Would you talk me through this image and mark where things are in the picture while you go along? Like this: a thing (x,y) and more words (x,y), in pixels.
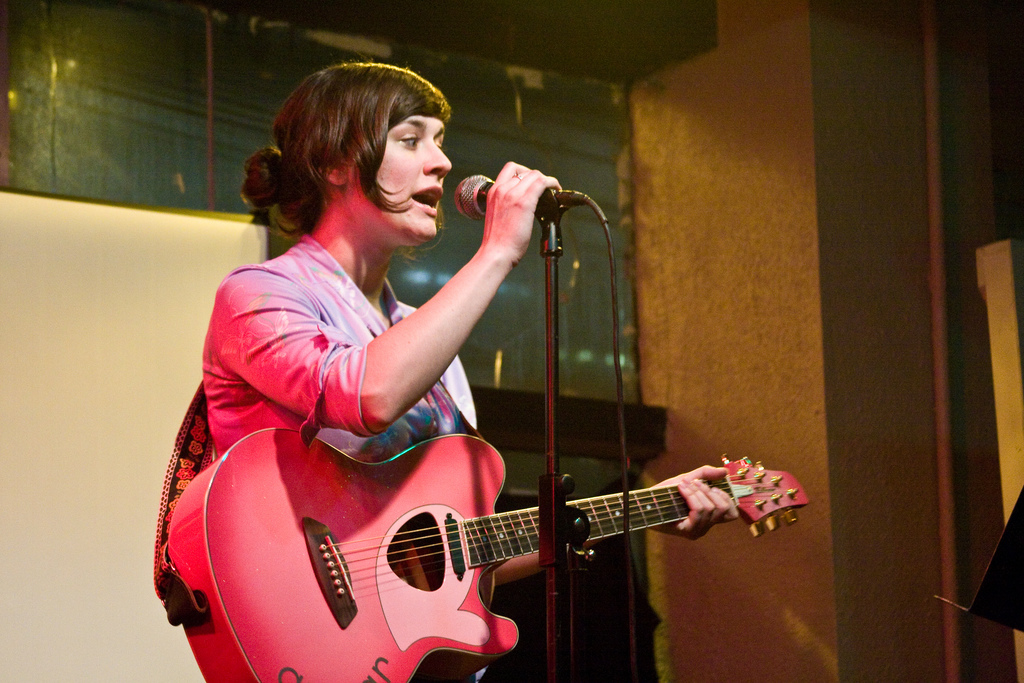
In this image i can see a person (363,334) holding guitar (442,543) and she mouth (439,192) is open and in front of her there is mike (481,204).
